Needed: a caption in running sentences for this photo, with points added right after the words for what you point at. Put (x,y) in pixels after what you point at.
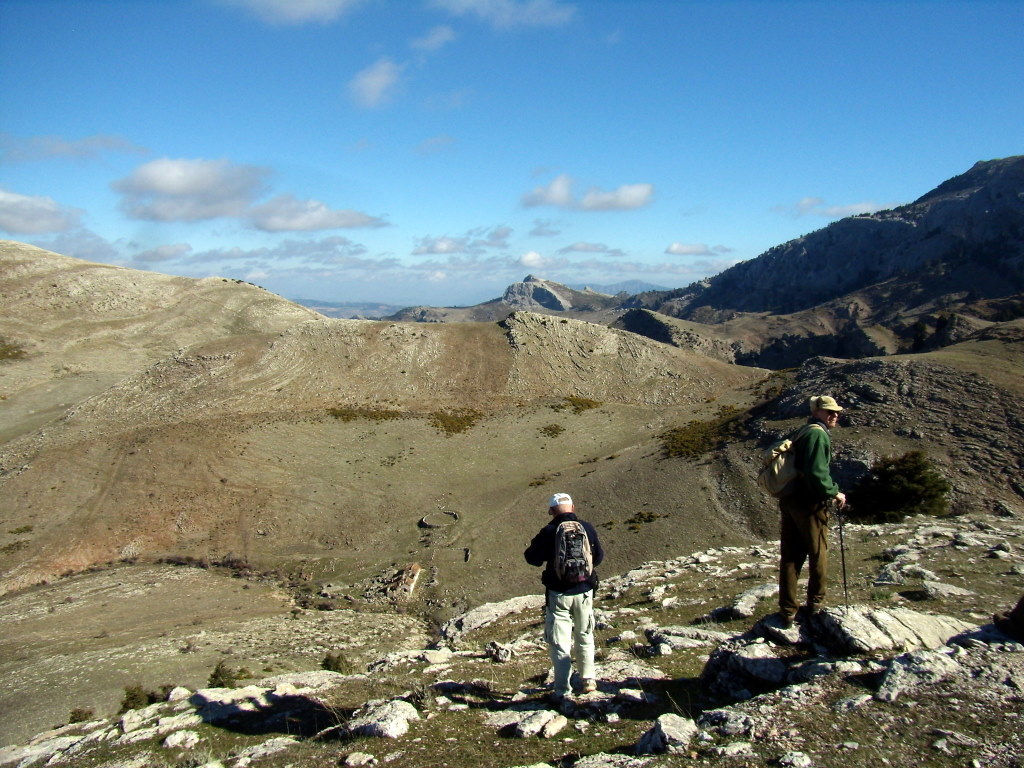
In this image, there are a few hills (782,314). We can see some people (562,651) carrying bags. We can see the ground (850,683) and some stones (389,707). We can also see the sky (430,172) with clouds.
